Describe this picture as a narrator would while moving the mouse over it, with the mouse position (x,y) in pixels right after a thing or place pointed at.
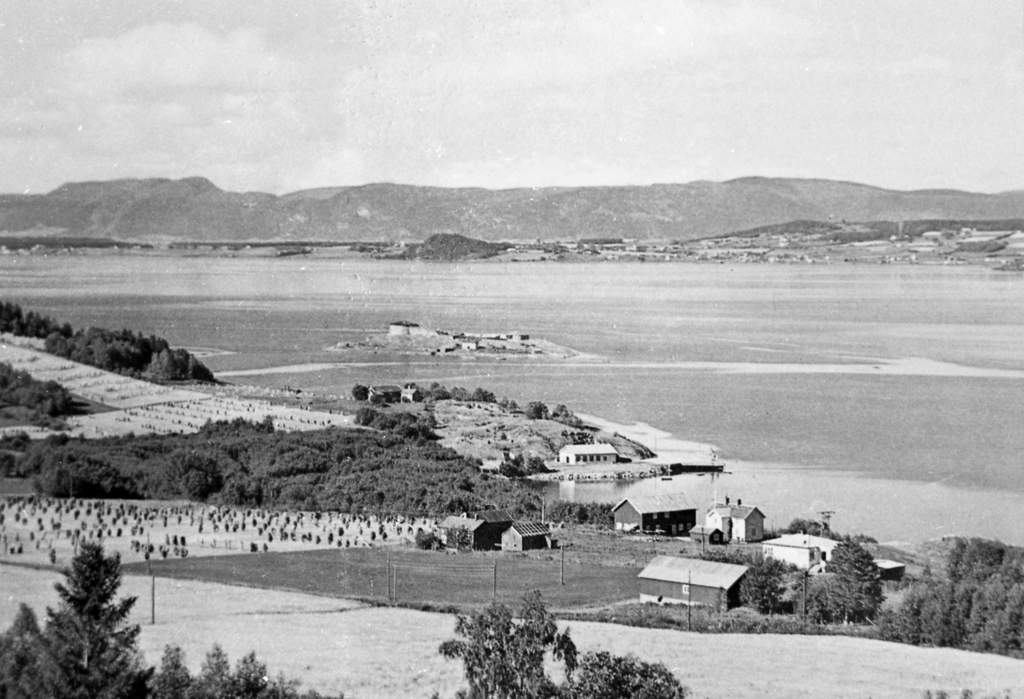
In this image, we can see sheds (735,578), trees (451,464), poles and in the background (178,191), we can see a hill (672,205). At the bottom (748,652), there is water (771,425) and ground (736,641).
